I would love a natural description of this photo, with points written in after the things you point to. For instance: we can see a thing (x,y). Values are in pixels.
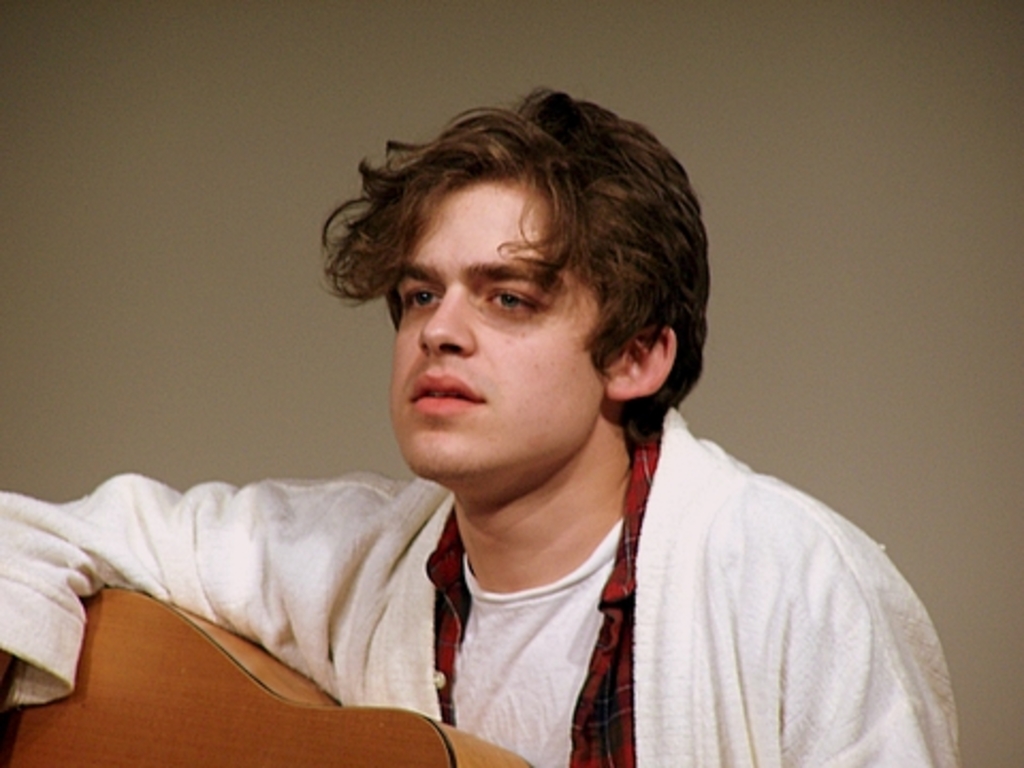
This man (544,691) wore white jacket (727,715) and holding a guitar (182,633).
